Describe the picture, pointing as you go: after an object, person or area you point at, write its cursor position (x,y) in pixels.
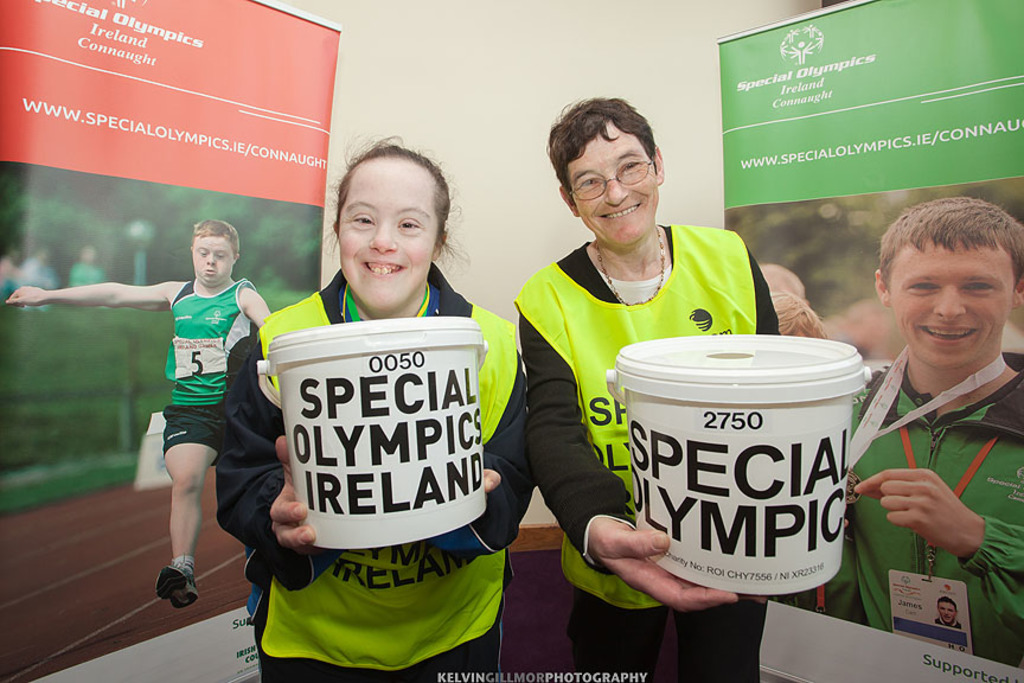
In this picture we can see there are two people (537,309) holding some white objects (389,489). Behind the people (302,528) there are banners (85,204) and a wall (519,74).
